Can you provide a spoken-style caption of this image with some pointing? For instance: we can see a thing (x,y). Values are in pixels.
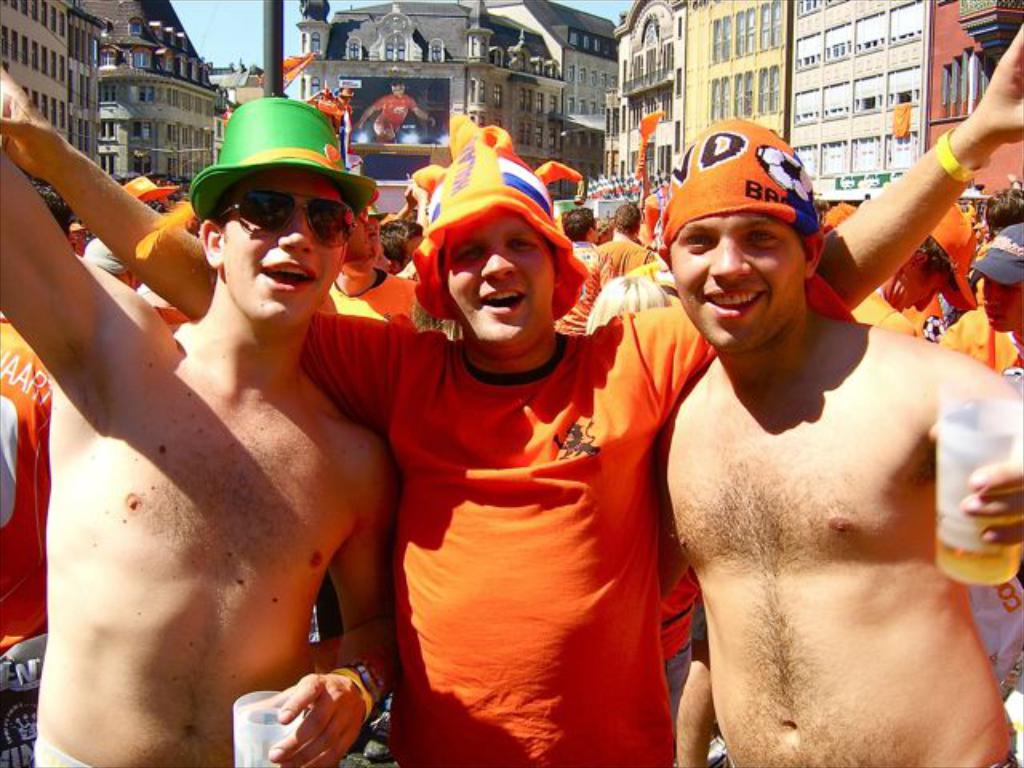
In the foreground of this picture (395,527), there are three men (547,527) standing and posing to the camera by holding glasses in their hands (1019,504). In the background (998,181), there is a crowd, screen (383,130), buildings (415,44), poles (266,20) and the sky (196,25).
